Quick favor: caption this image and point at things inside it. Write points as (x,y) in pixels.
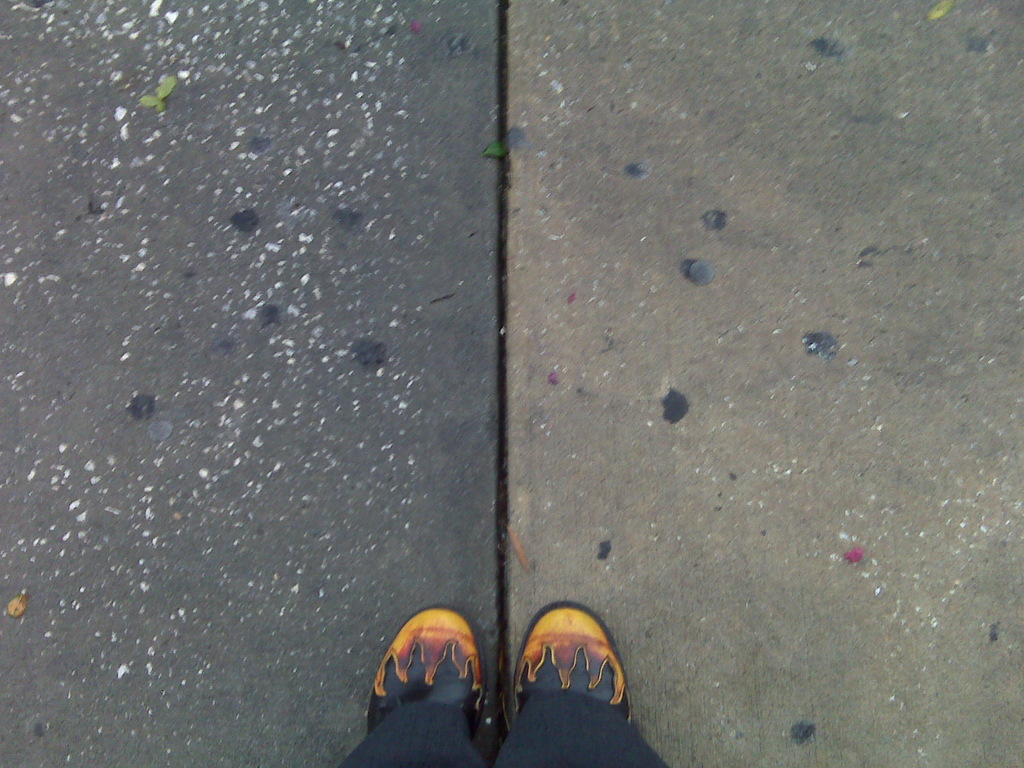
In this picture, it seems like the legs (565,747) of a person (476,666) at the bottom side (543,668).
